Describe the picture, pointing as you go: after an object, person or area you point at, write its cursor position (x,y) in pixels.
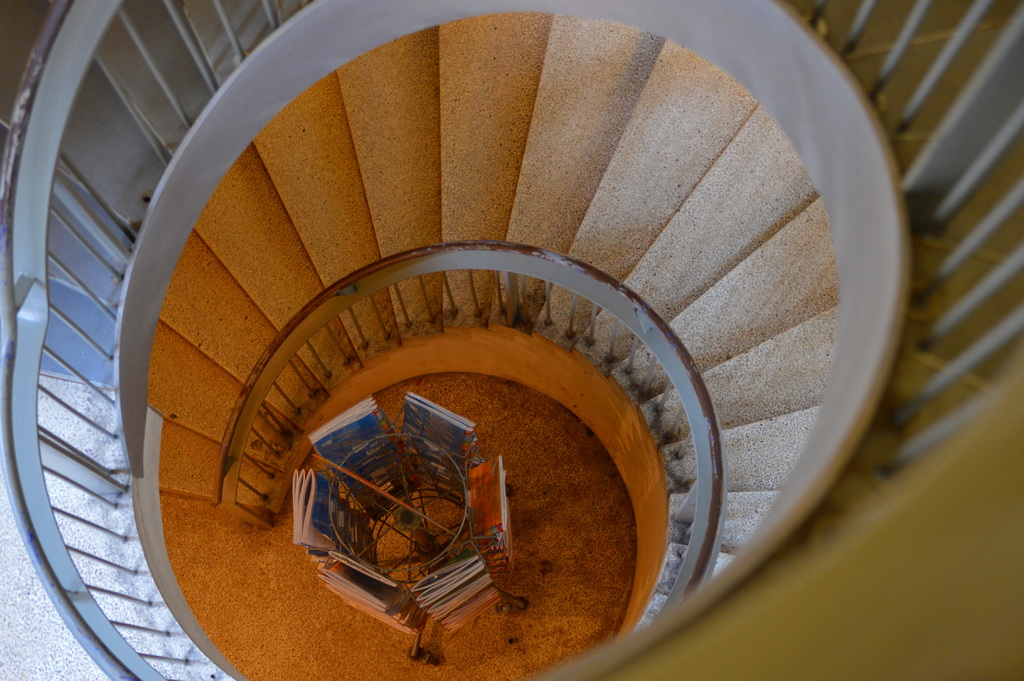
This image is taken from the top on the steps (662,69), where we can see steps (685,312), railing (681,363) and the books (348,420) in the book stand (403,458) on the ground (590,517).
